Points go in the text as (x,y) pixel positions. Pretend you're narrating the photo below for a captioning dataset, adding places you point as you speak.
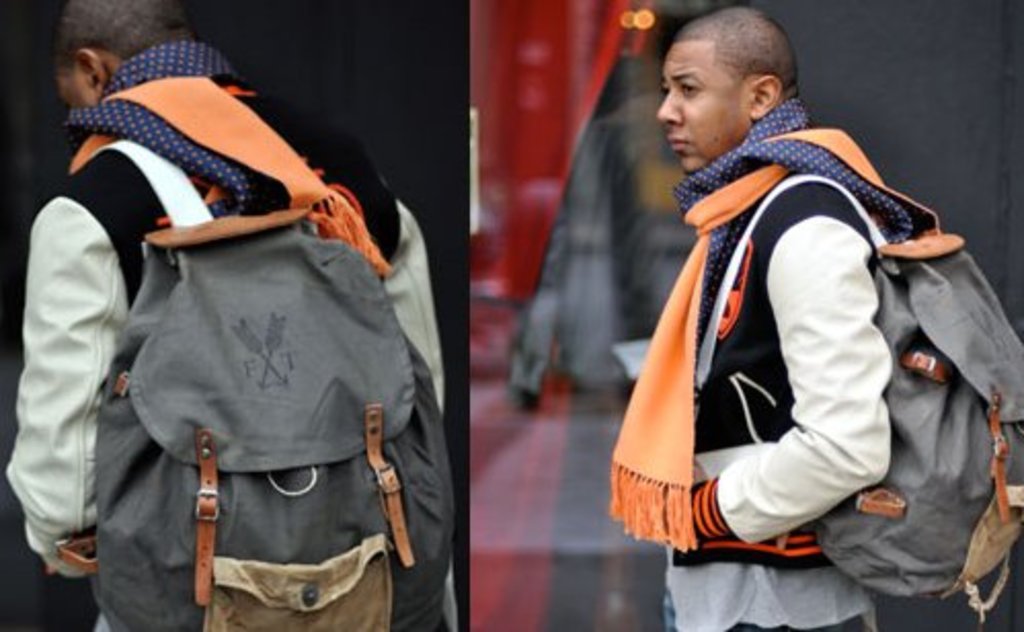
There is one person (740,270). He is wearing a bag (750,227) and he is wearing orange color scarf (677,287).
